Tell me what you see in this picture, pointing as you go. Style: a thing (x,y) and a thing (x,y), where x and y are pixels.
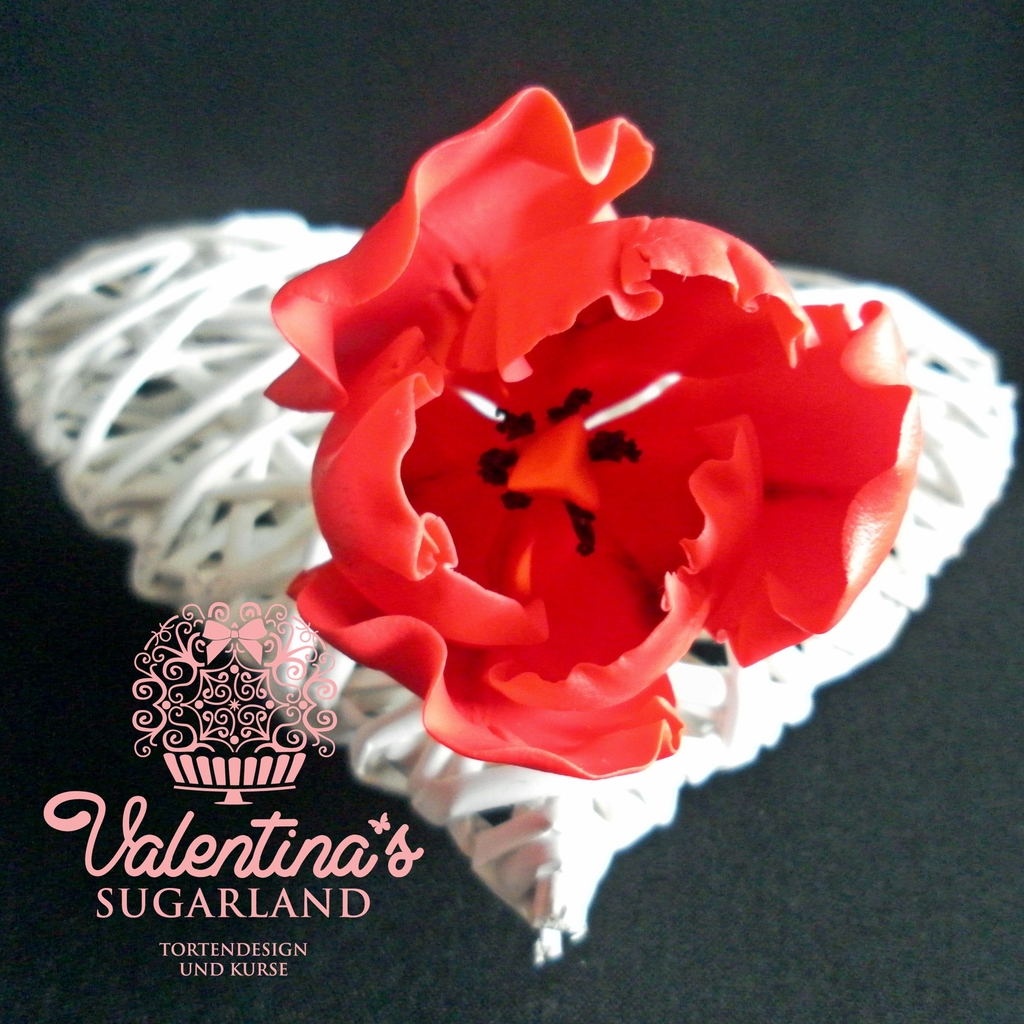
In this image I can see a white and red color object (631,704) on the black color surface (814,828). I can see something is written on it.
